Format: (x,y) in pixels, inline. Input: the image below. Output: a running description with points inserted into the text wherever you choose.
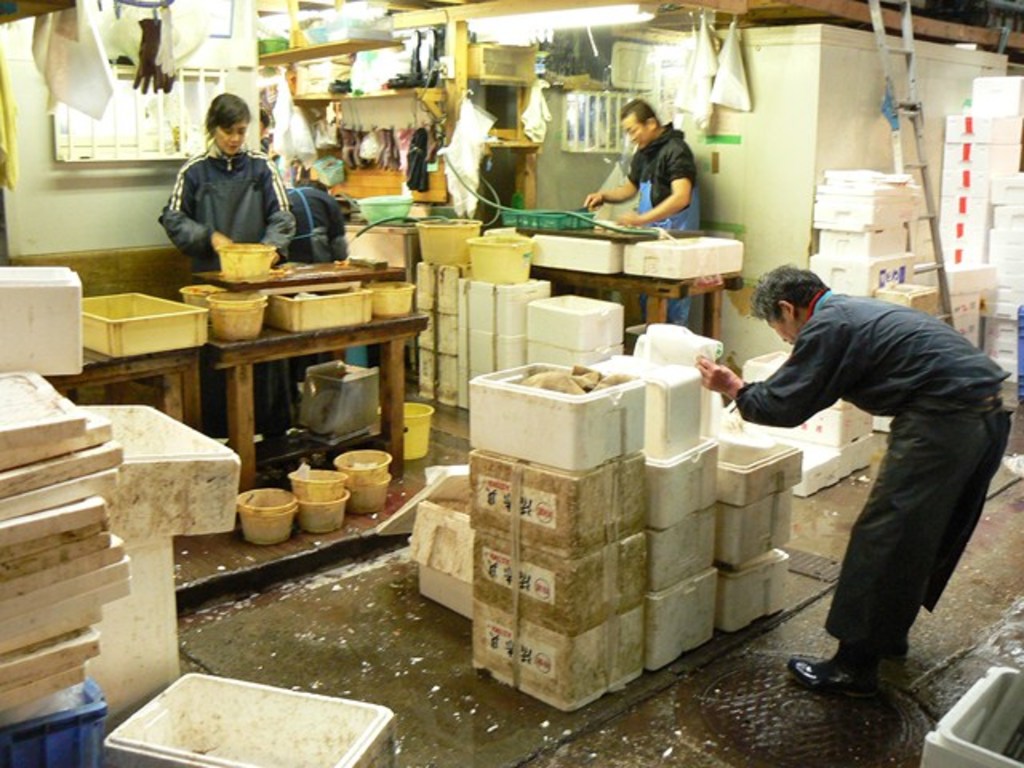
In this image we can see four persons (813,340), boxes (510,289), baskets (300,316), bowls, tables (415,314), gloves (427,170), and objects (452,153). In the background (828,157) we can see wall (50,206).
